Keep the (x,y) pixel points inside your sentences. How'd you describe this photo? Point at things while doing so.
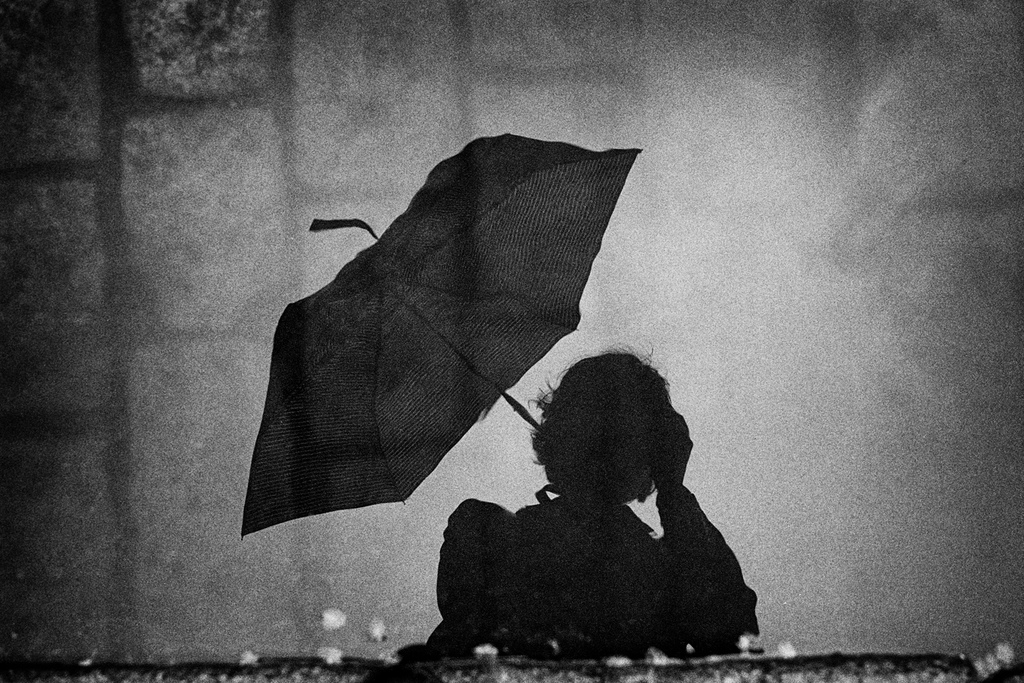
In this image we can see the shadows (587,535) of a person (457,534), and an umbrella (509,372) on the wall (504,471).
